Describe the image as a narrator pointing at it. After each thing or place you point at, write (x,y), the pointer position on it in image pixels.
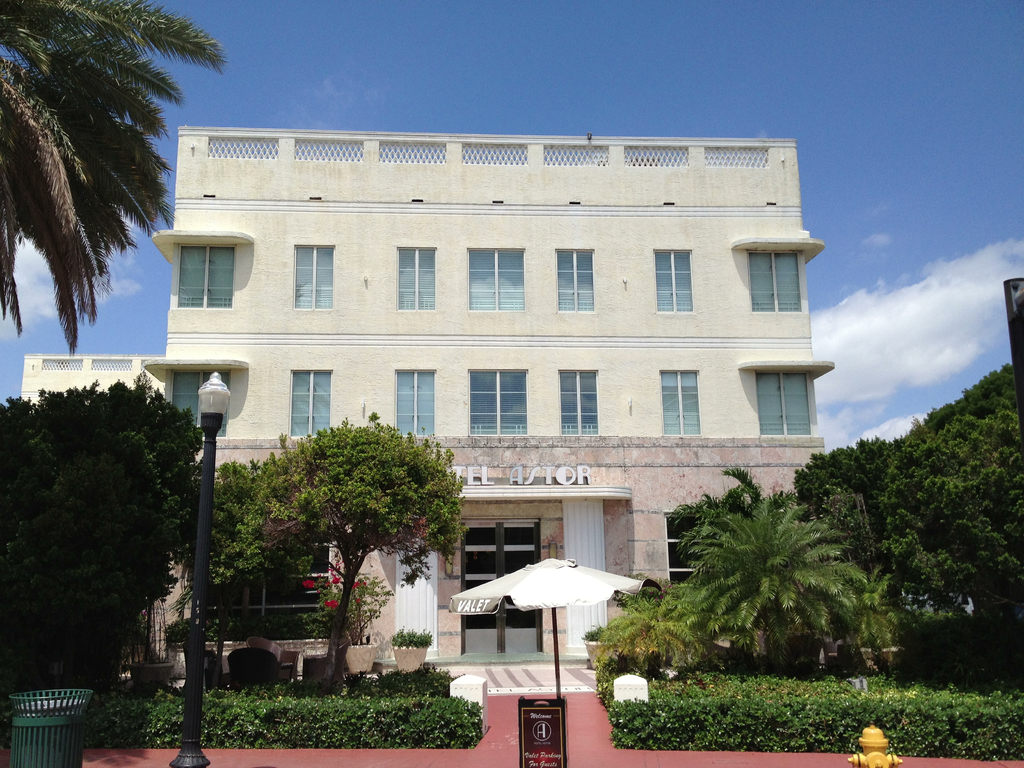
In this image we can see some trees (915,541) and plants (879,628) and there is an umbrella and at the bottom (538,714) we can see a board (538,714) with the text (547,723) and there is a pole light (194,764) beside there is an object (46,738) which looks like a dustbin (52,721). In the background (578,469), there is a building (426,308) and at the top (772,86) we can see the sky (312,97).
